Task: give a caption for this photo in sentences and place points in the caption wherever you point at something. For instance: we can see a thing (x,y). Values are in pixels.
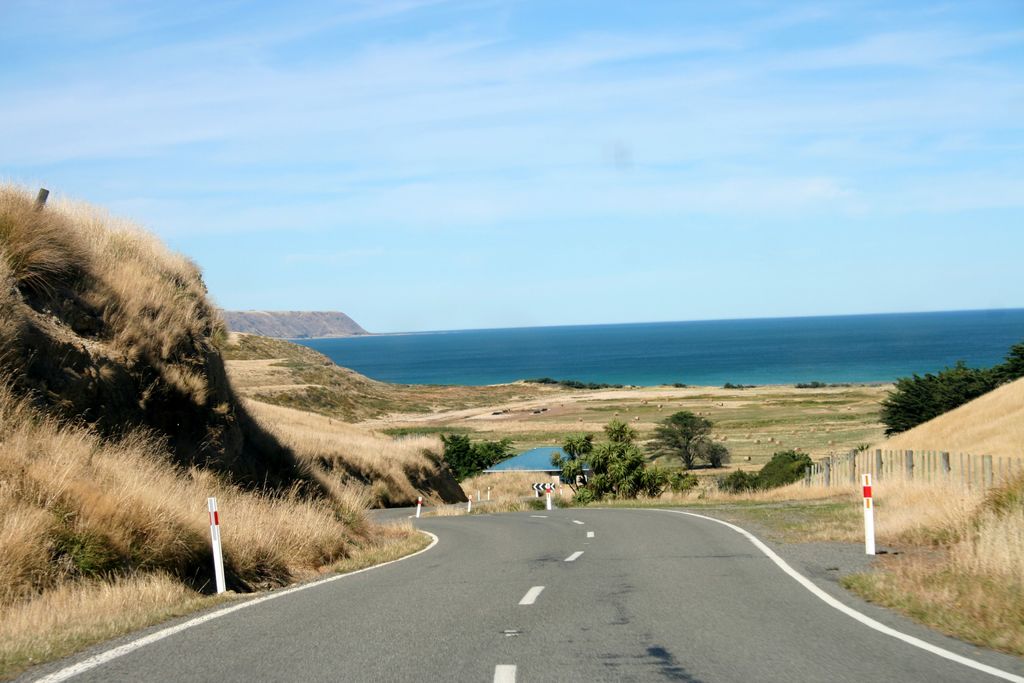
This image is clicked on the road (699,586). On the either sides of the road (648,547) there are rods (867,535), plants (278,537) and grass (913,494) on the hills (977,409). In the background (424,338) there is the water (589,347). At the top (380,156) there is the sky (353,117). In the center (615,432) there are trees (455,454).
